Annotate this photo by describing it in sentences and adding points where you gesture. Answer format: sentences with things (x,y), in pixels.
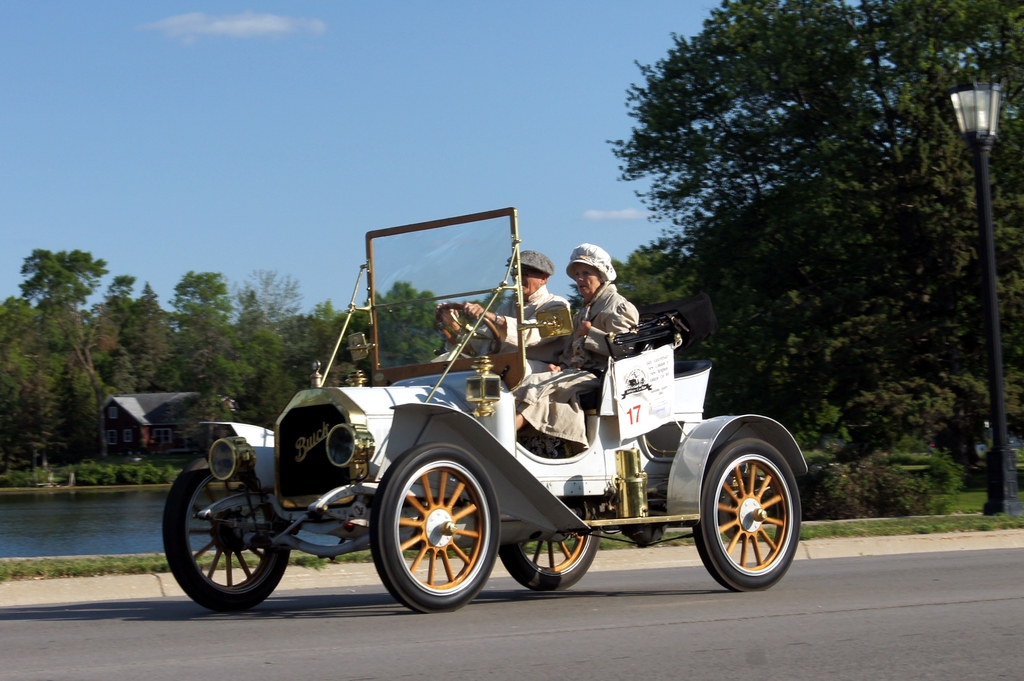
In the center of the image (483,421) there is a vehicle (690,455) and we can see a man (555,342) and a lady (622,306) sitting in the vehicle (558,485). In the background (831,454) there is a pole (1002,444), trees (206,411) and a shed (137,420). At the bottom (30,524) there is a lake (50,526) and we can see a road (300,606). At the top (418,157) there is sky (385,150).
